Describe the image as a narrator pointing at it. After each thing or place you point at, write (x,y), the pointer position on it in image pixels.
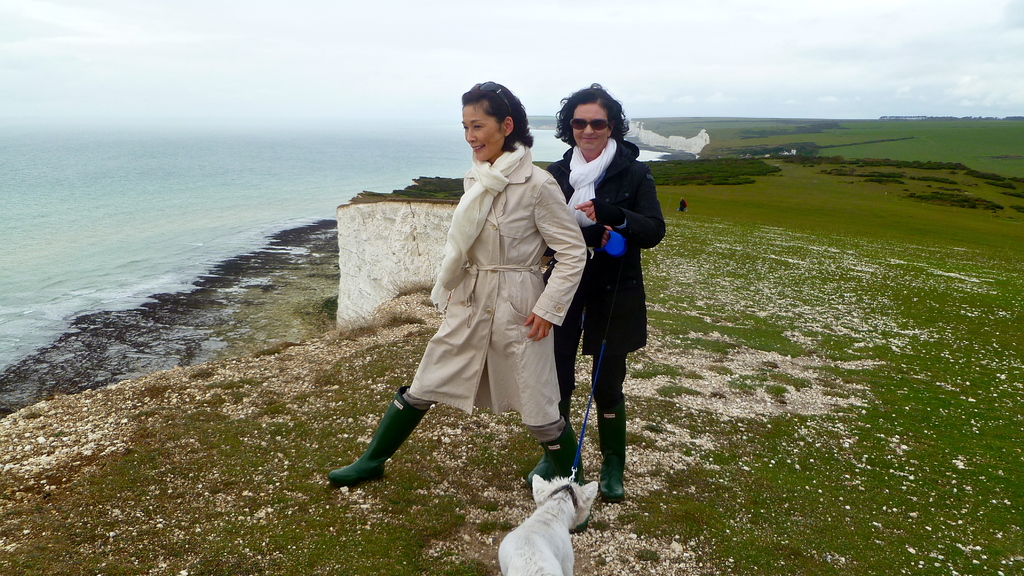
This is an outside view. In the middle of the image (457,266) there are two women (512,320) wearing jackets (507,285), standing on the ground (447,445) and smiling. At the bottom (557,531) there is a dog (561,513). On the ground (774,328), I can see the grass (800,289). On the left side (66,202) there is an ocean (129,185). At the top of the image (517,52) I can see the sky (505,67).
